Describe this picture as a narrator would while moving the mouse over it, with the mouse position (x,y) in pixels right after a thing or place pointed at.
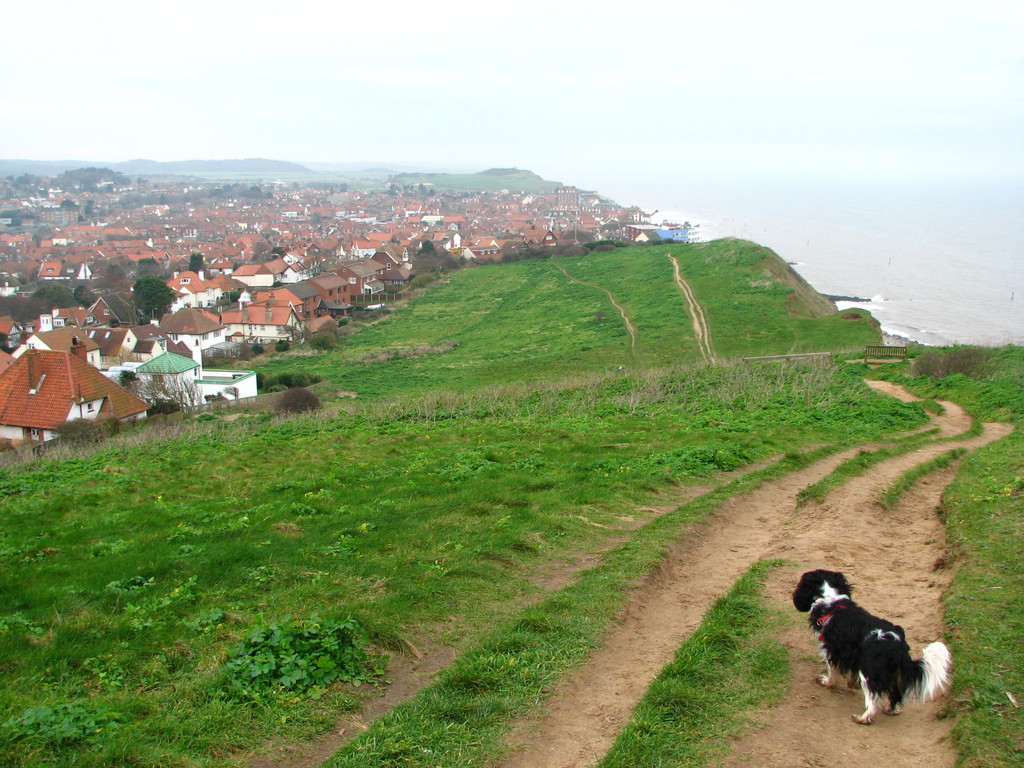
In this picture I can see few buildings (300,211) and I can see grass (679,472) on the ground (679,433) and I can see hill (867,339), bench (868,352) and water (897,262) and I can see sky (628,99) and a dog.
